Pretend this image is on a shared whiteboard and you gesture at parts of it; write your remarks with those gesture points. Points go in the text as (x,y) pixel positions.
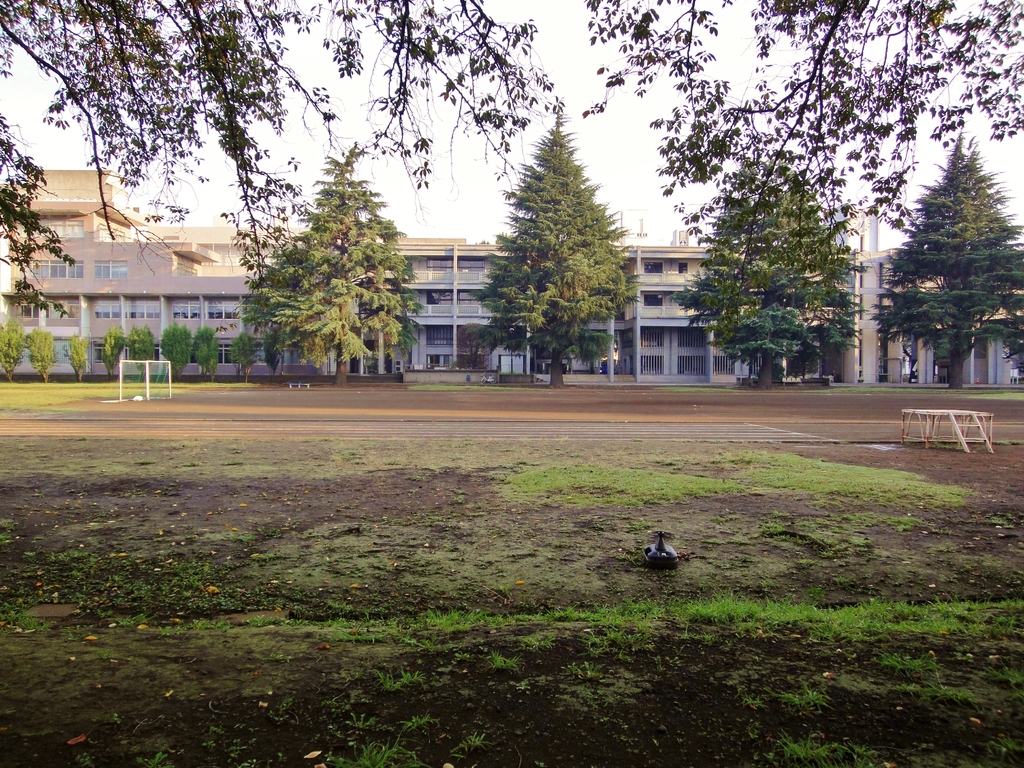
In this picture we can see some grass (633,652) and a few leaves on the path (643,579). There are white objects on the path (434,532). We can see a few trees (319,319) from left to right. There is a building (119,287) in the background (428,316).
